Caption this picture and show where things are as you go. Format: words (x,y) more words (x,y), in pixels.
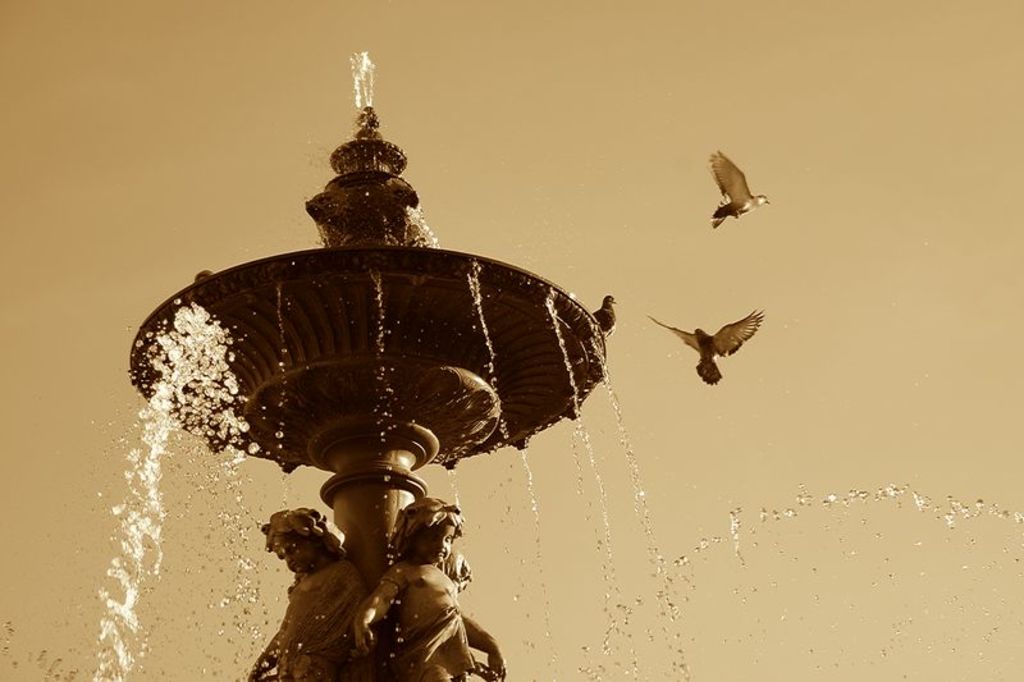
In the image there are two birds (716,332) flying in the air (749,312) and another bird (611,303) sitting on a water fountain (334,278).
